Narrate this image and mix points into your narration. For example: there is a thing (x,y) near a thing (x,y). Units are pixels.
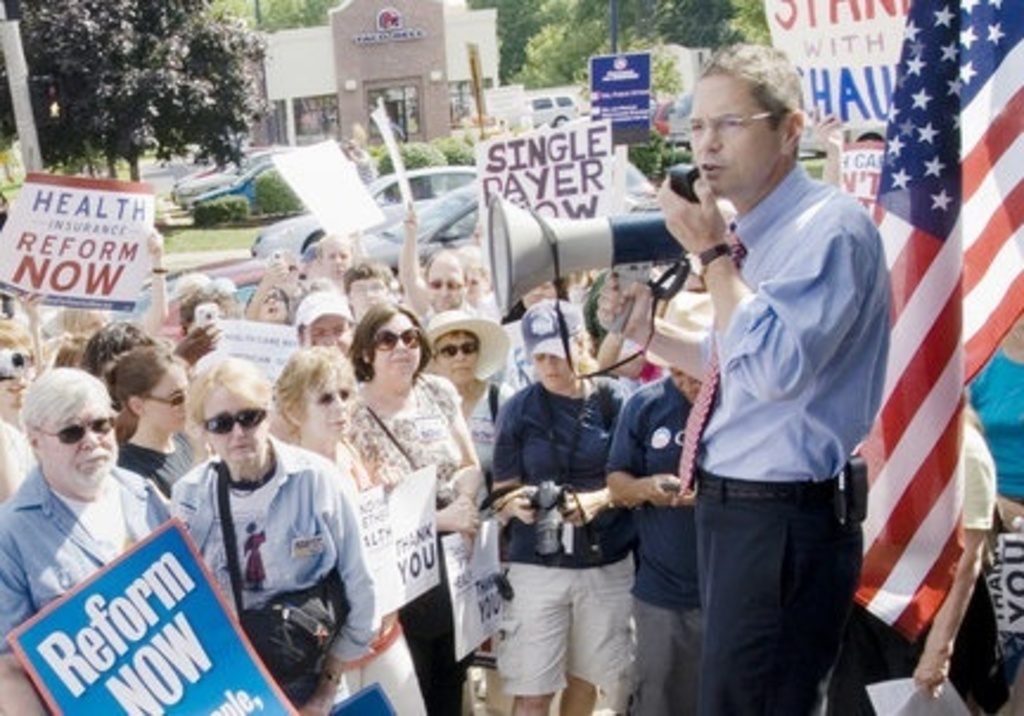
In this image there is a person (722,232) holding the speaker (622,240) in his hand (708,208) and placed it in front of his mouth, in front of them there are so many people (274,391) standing and few is holding posters (145,711) with some text (161,644) in it, behind them there are few vehicles (254,266) parked in a parking lot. Near them there are trees (43,103), plants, few poles (614,56) and a board (608,75) with some text (629,76). In the background (275,80) there is a building (414,51) and trees (499,20). On the right side of the image (926,234) there is a flag (961,246).
